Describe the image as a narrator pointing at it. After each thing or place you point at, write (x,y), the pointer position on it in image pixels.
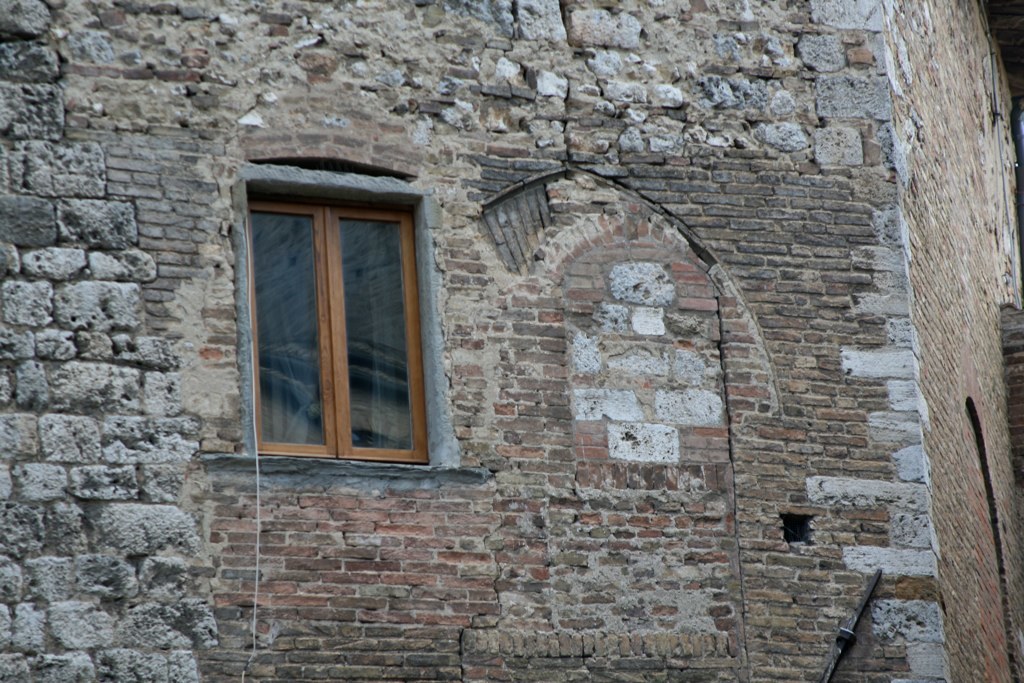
In this image I can see the wall (545,182), on the wall (322,485) there is a window (408,362).
